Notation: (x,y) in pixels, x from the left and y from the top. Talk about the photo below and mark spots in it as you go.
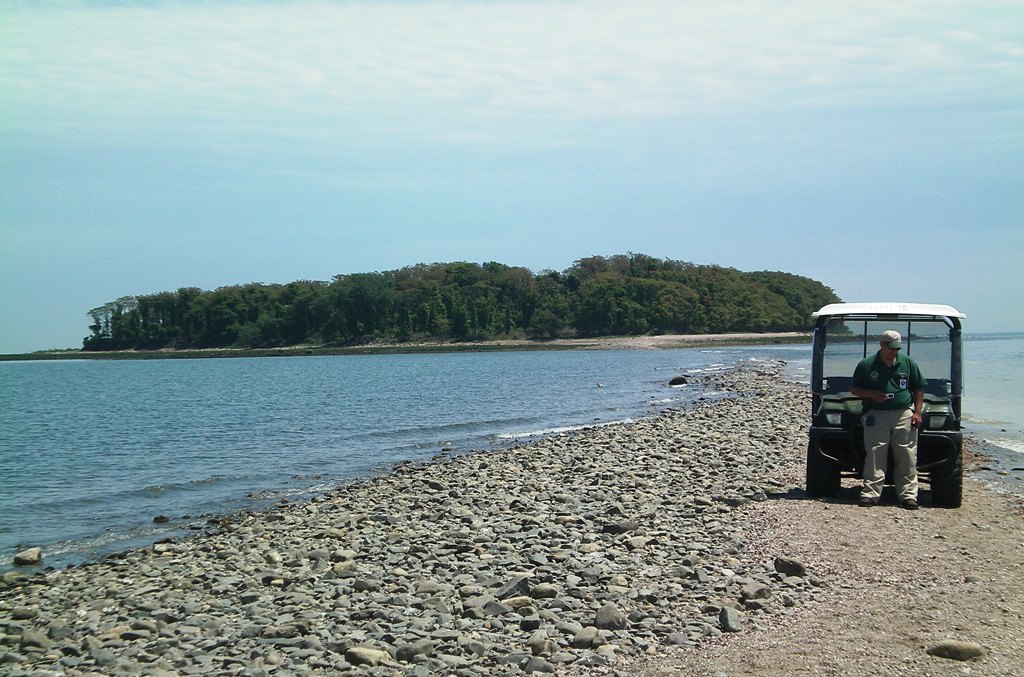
In this image we can see a sea (272,403). There is a sky (541,186) in the image. There are many trees (592,306) in the image. There is a vehicle (827,361) in the image. There are many stones (612,557) in the image. A person (909,434) is standing and holding some object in his hand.
